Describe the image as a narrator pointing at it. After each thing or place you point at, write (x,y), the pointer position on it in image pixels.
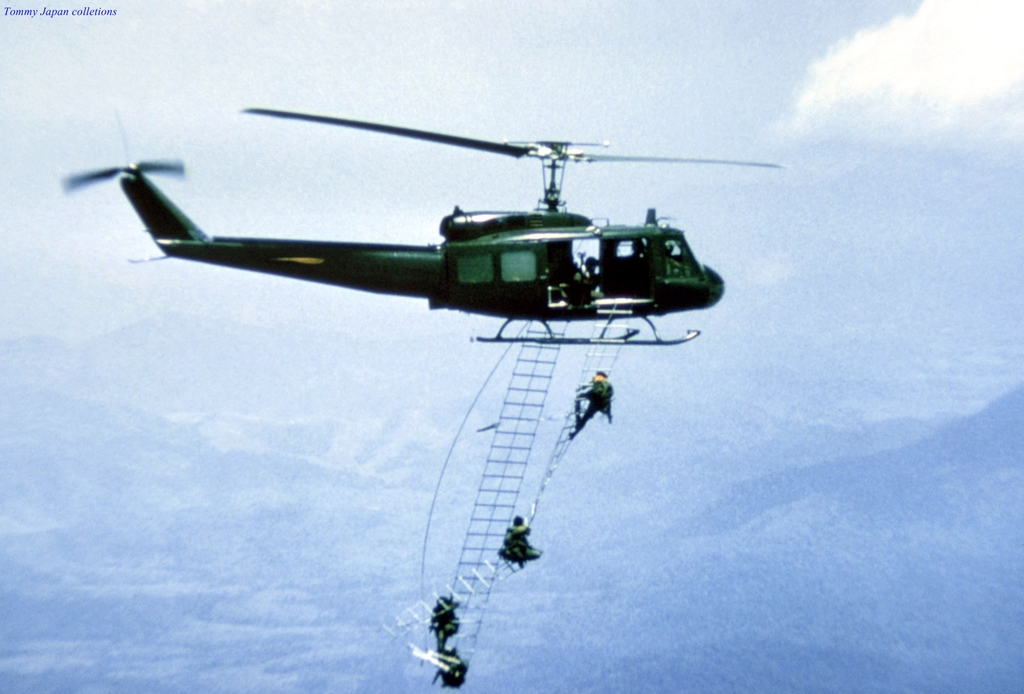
In this image I see an helicopter (704,282) which is of green in color and I see the ladders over here on which there are 4 persons (444,609) and I see the sky (128,5) and I see a watermark (86,15) over here.
